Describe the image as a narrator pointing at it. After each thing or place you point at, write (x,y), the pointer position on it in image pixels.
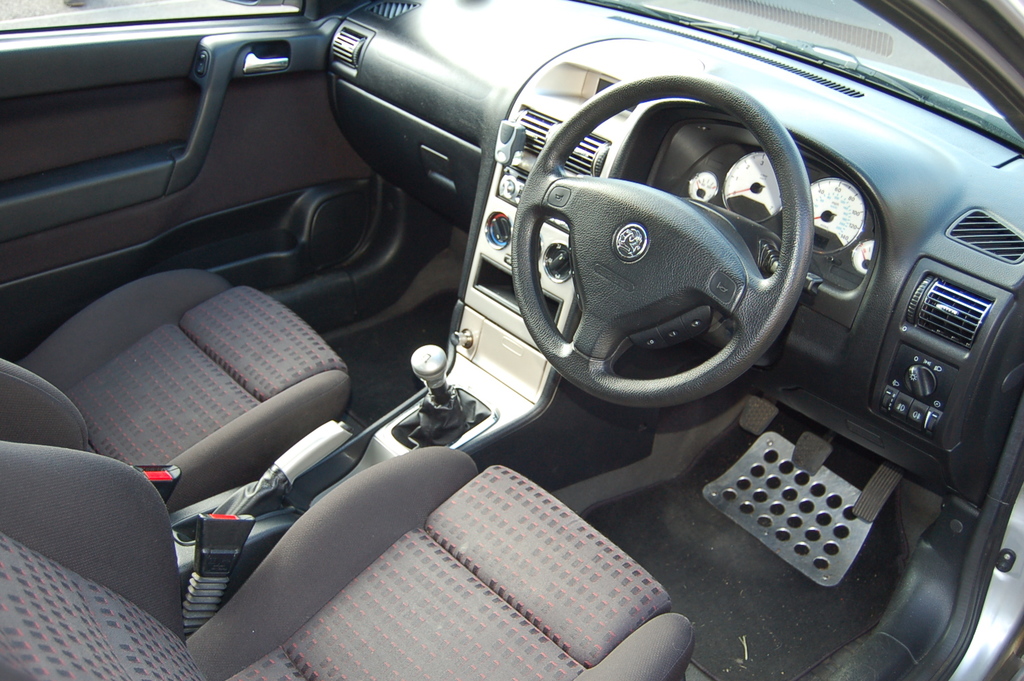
This is the interior picture of car (869,33) with windshield (926,105), steering wheel (590,387), seats (188,347), clutch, brake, gear lever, air vent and door handles (275,47).
